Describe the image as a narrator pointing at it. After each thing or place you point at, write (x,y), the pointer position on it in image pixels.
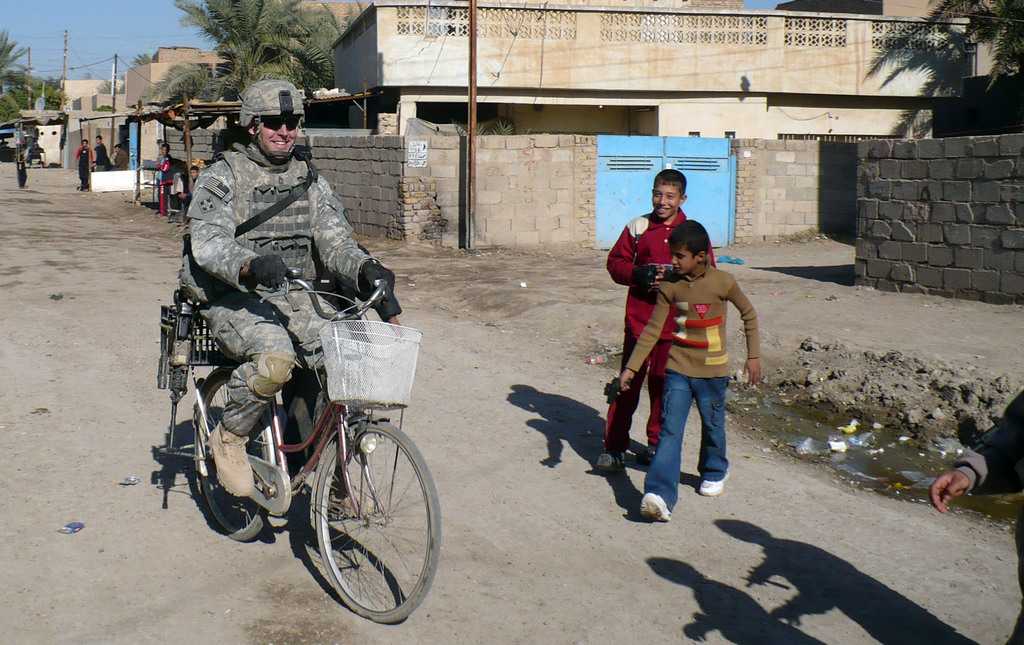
A military person (264,373) is riding bicycle (314,433), on the right two boys (667,329) are walking in the road (679,500). In the background (150,101) there are trees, buildings (479,70), pole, few people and sky (109,43).
